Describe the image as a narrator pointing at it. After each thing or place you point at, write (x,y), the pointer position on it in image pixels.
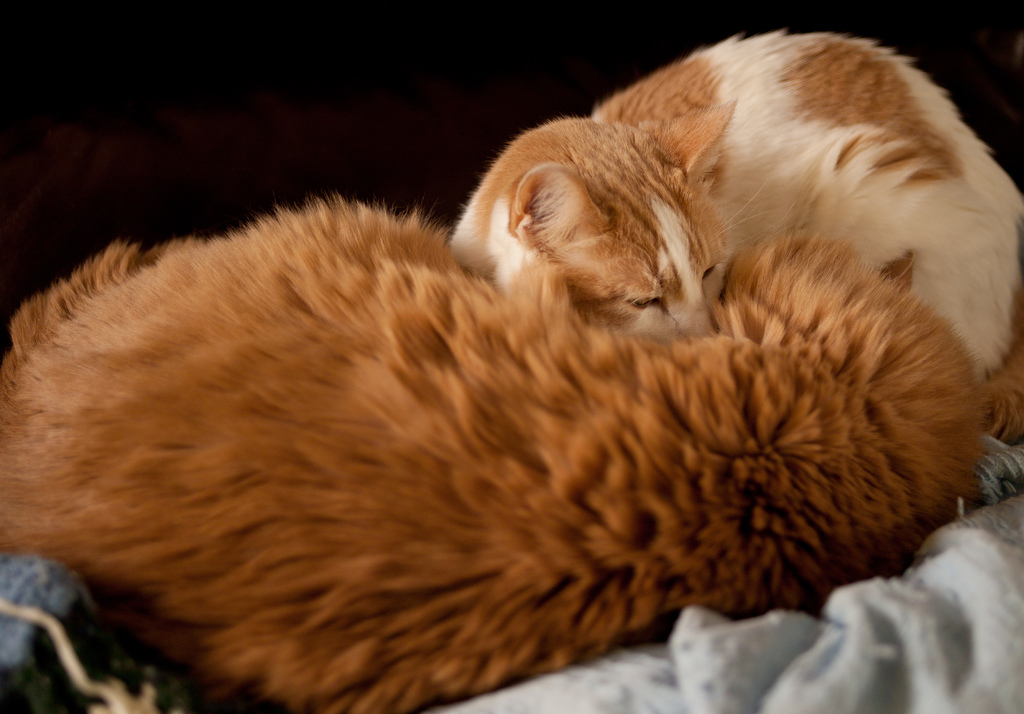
In this picture we can see cats (710,403) and cloth (733,667). In the background of the image (485,105) it is dark.
